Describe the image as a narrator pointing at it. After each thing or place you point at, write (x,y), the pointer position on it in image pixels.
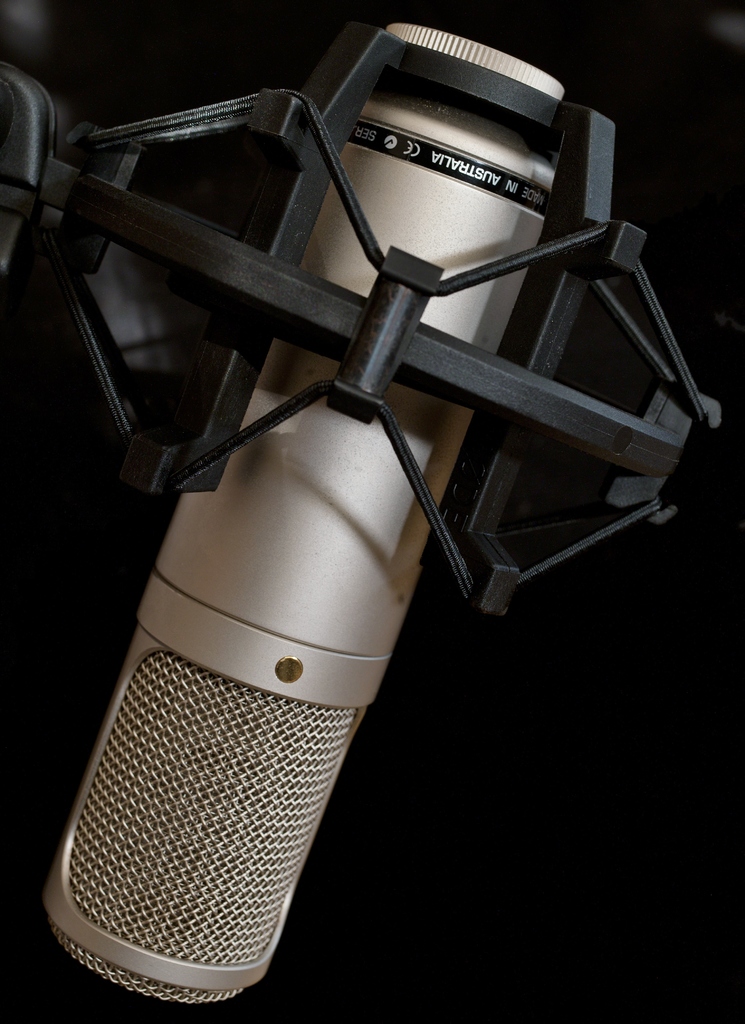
The picture consists of a microphone (381,441) which is in golden colour where it is attached to a stand (572,156). On the microphone (430,179) there is some text (525,197) written on it.
